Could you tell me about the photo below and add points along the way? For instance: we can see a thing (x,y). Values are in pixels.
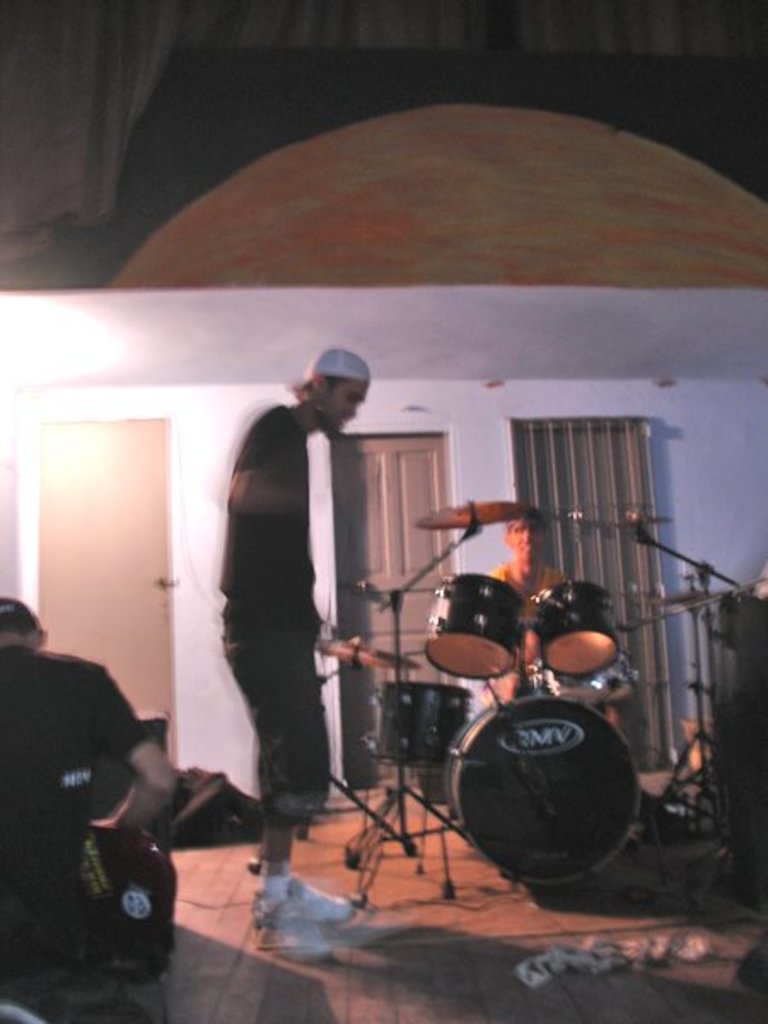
In this picture I can see a man (529,626) seated and playing drums (503,670) and another man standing and I can see another man (29,777) seated and holding guitar (96,918) in his hand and I can see light (17,334) and couple of microphones (660,545).
